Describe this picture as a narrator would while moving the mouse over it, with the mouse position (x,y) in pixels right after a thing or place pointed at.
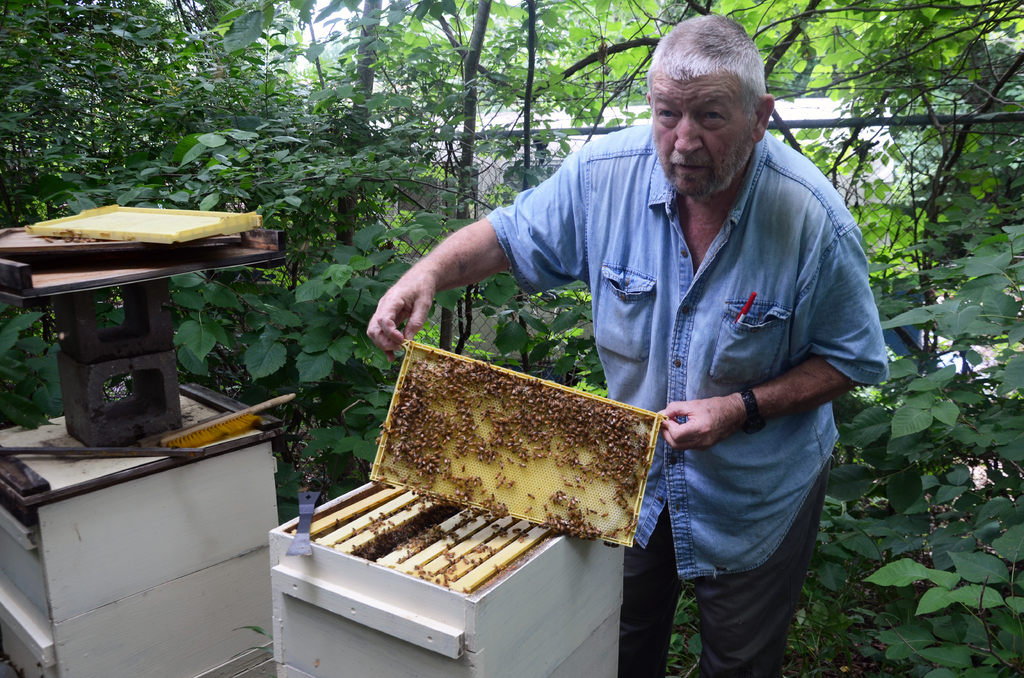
In the picture we can see a man (616,384) standing and holding the honey bees nest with full of honey bees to it and under it we can see a box (521,620) and beside it, we can see another box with a brush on top of it and we can see some weights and in the background (131,72) we can see plants (942,381) and behind it we can see the fencing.
